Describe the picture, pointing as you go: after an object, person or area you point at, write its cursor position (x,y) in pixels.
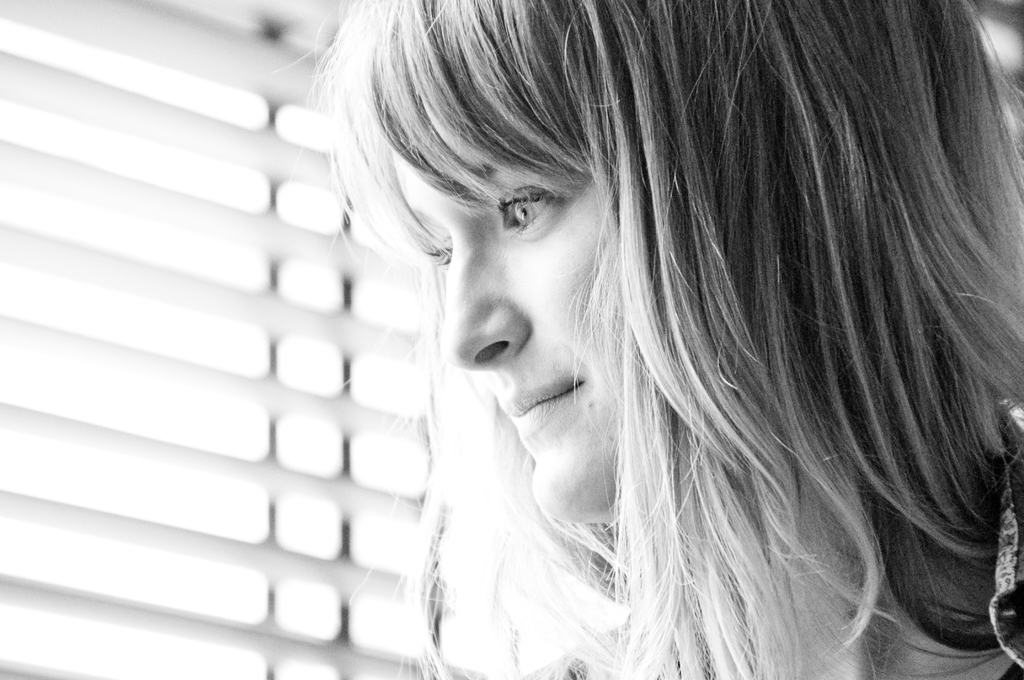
In this image in the front (626,340) there is a woman (748,453). In the background (189,318) there is a window (254,336).
